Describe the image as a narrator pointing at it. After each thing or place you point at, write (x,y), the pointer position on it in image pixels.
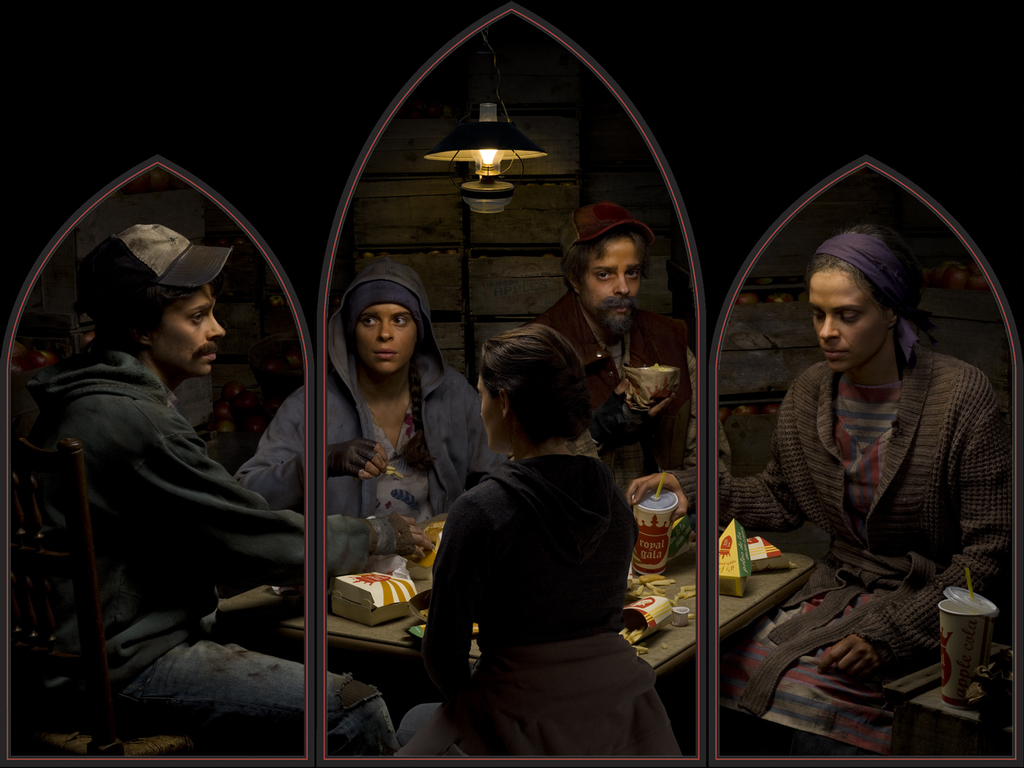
This is an image clicked in the dark. Here I can see five people (568,631) sitting around the table (265,598). On the table (671,639) I can see some food items (658,583), boxes (389,601) and glasses (647,544). Everyone is wearing jackets (115,457) and a few (164,257) have caps (123,274) on the heads (825,257). In the background (480,258) there is a wall (441,259) and on the top (488,119) I can see a lamp (472,181) which is hanging.
